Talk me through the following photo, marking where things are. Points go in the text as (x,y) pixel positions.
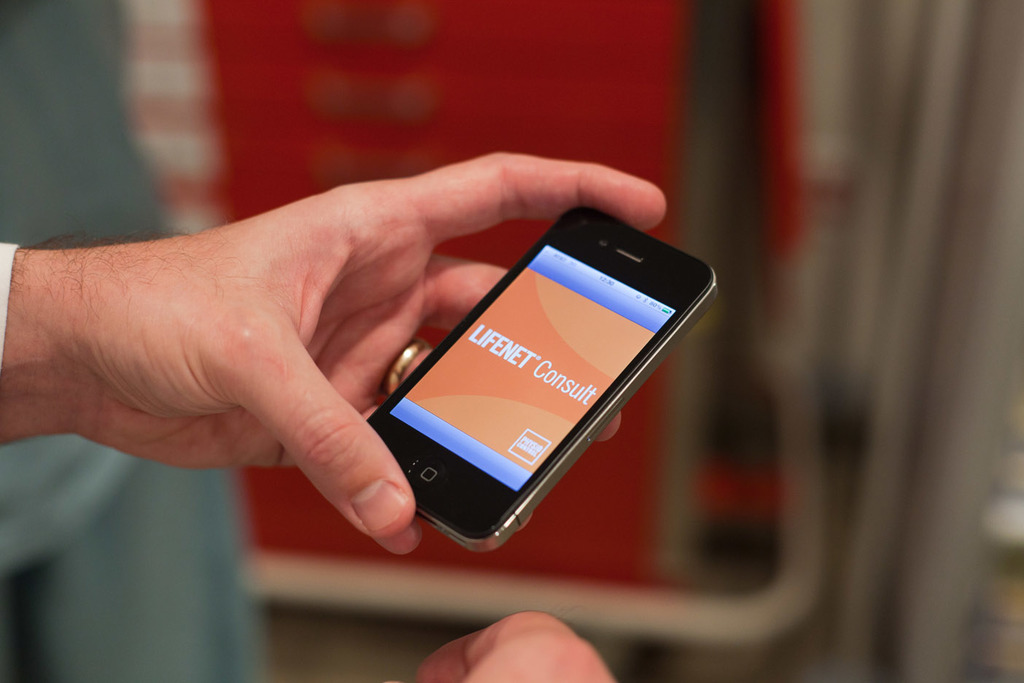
In this image we can see the hands (358,389) of a person (324,364) and he is holding a mobile (536,327). The background (993,122) is blurred.
